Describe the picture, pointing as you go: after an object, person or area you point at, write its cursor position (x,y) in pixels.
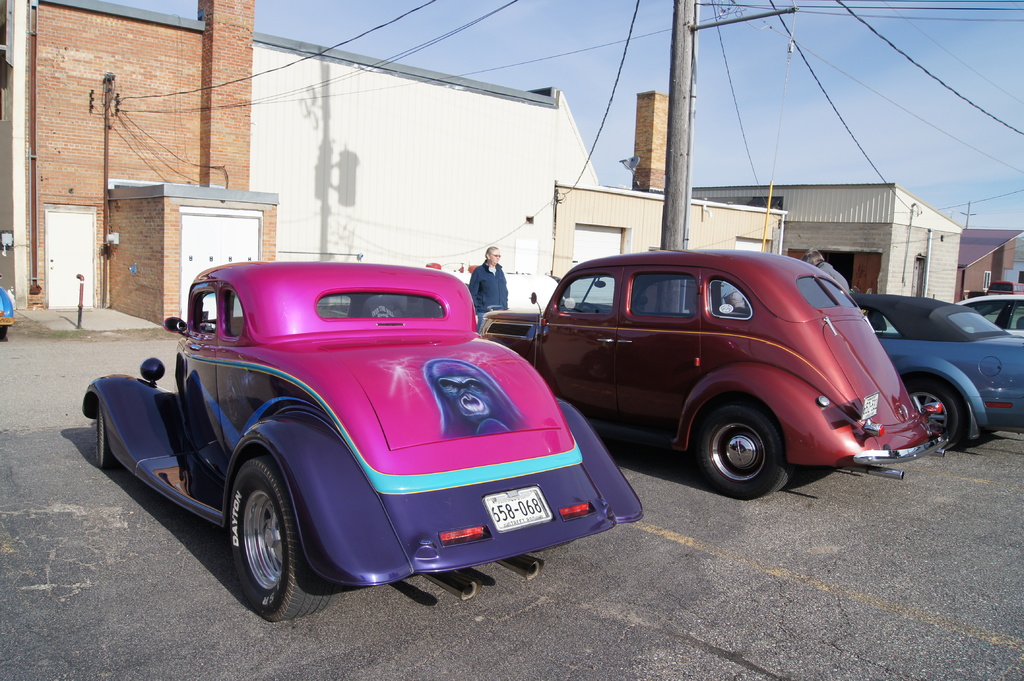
In this image, there are a few people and vehicles (674,302). We can see the ground (136,491). There are a few poles (109,120) with wires (284,101). There are a few houses (559,163). We can also see the shadow (330,84) of a pole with an object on one of the houses (345,129). We can see the sky (563,49).
